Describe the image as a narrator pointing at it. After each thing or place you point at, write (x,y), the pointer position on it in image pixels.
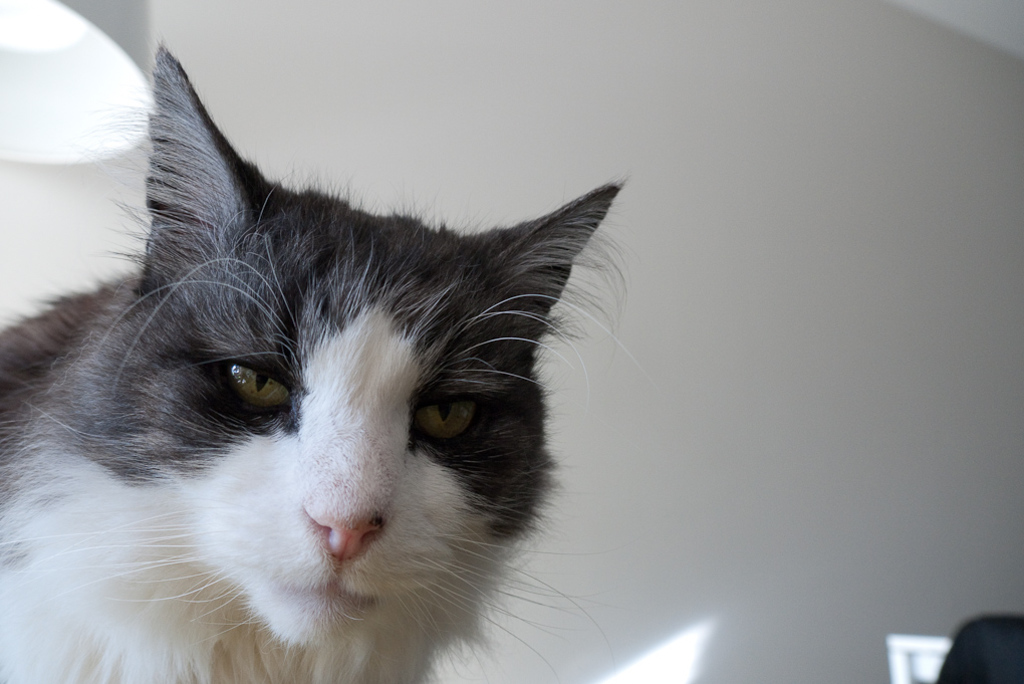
There is a cat (190,394) in white and black color combination, near a light (102,54). In the background (712,200), there is white wall (941,134).
